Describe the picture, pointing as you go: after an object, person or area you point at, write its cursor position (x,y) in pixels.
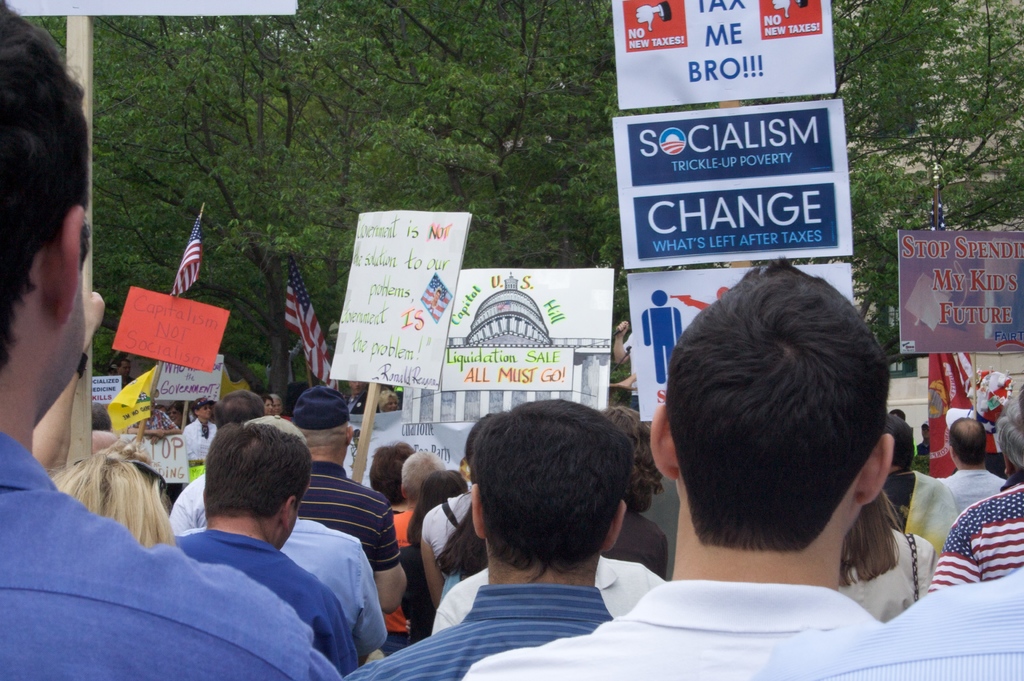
In this image there are a few people (612,565) standing, a few are holding flags (293,297) and boards (493,335) with some text (424,323) and some images (462,387) on it. In the background (408,137) there are trees (384,126).
